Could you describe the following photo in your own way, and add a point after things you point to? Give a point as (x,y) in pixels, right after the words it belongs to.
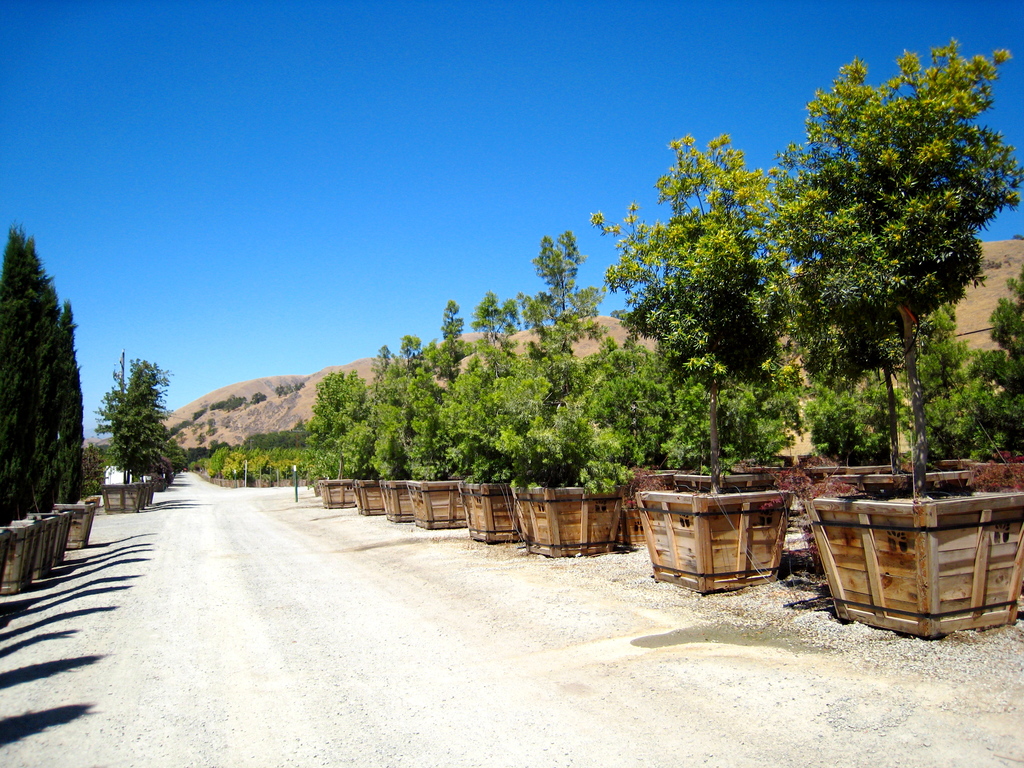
In this picture we can see the road (174,601), side we can see some potted plants (448,438).
